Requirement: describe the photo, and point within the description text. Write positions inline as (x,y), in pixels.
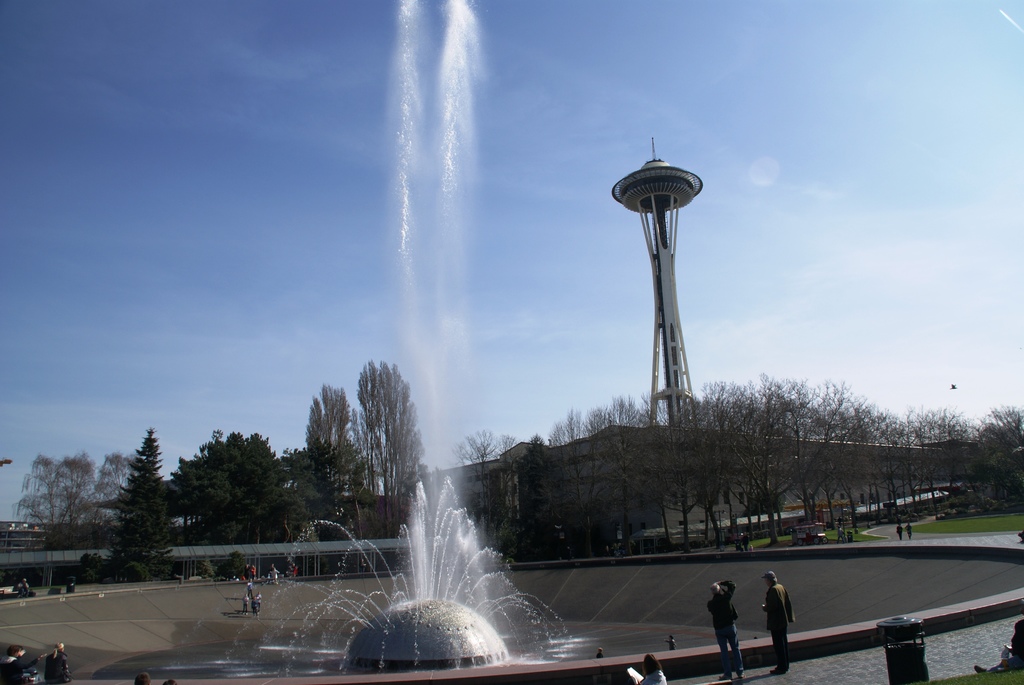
There are people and fountains (434,504) in the foreground area of the image (417,505), there are people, shed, it seems like house structures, trees (817,411), tower (666,178) and the sky (553,218) in the background (238,365).
